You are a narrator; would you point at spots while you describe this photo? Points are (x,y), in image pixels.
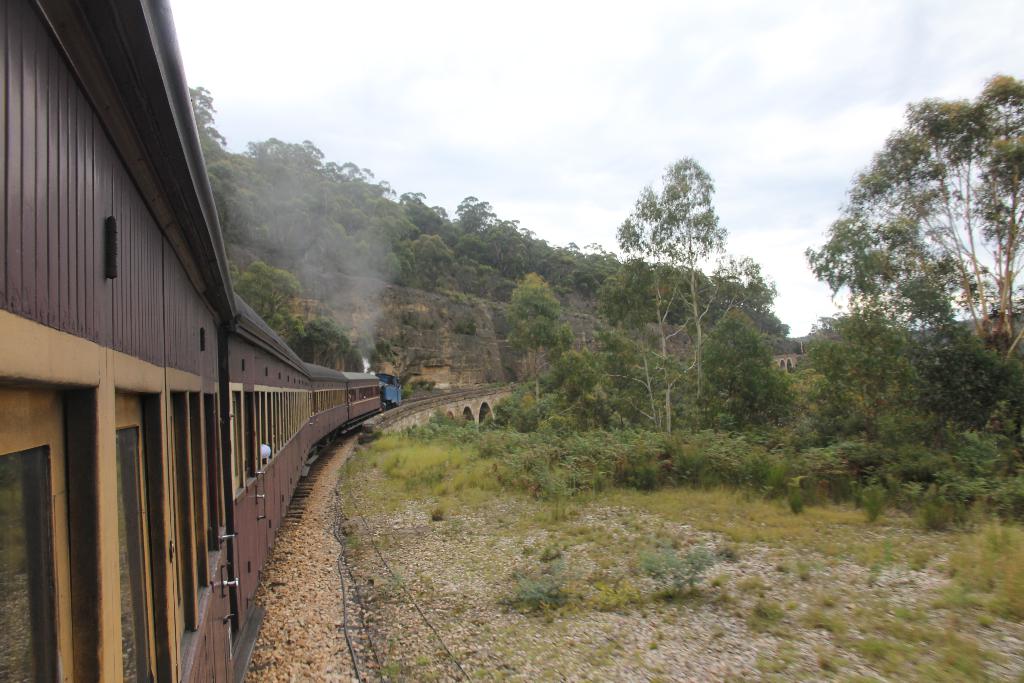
In the image there is a train (189,541) on the left side (210,543) with a hill (413,377) in front of it with trees (427,243) above it and there are trees (625,407) and plants (839,417) on the right side (737,373) and above its sky (721,115) with clouds (756,124).
